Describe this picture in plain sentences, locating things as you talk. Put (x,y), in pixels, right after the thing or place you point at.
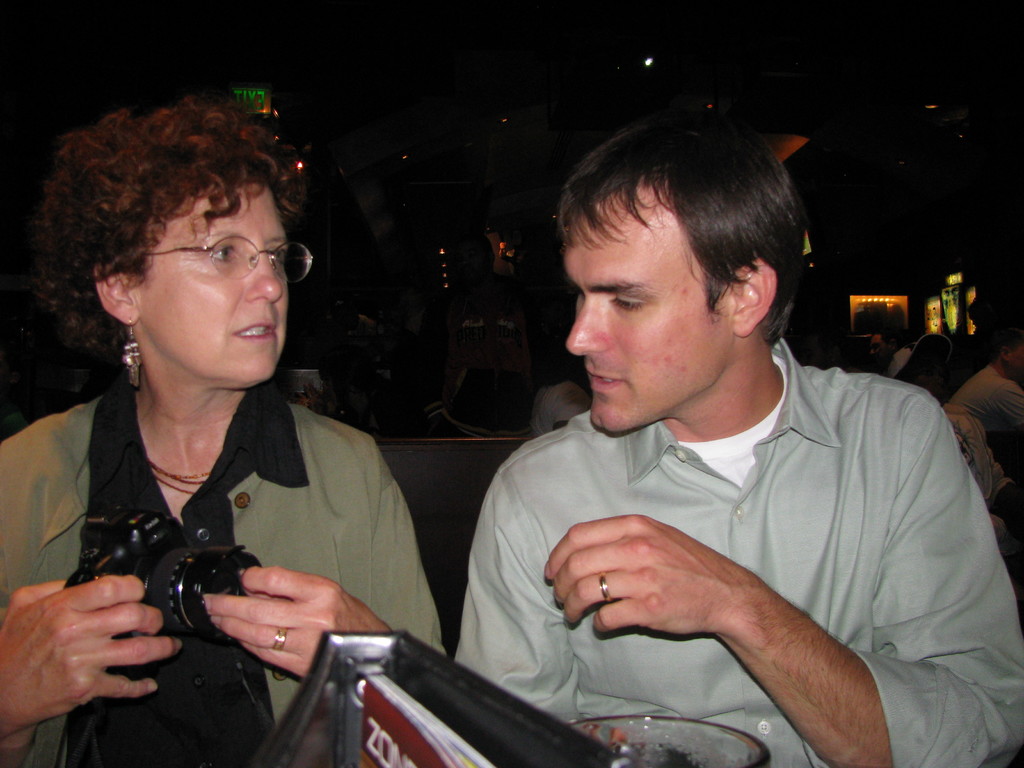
In this image there are two persons (392,584) at the foreground of the image (385,606) at the left side of the image (102,549) there is a lady person (187,541) holding a camera (165,514).
